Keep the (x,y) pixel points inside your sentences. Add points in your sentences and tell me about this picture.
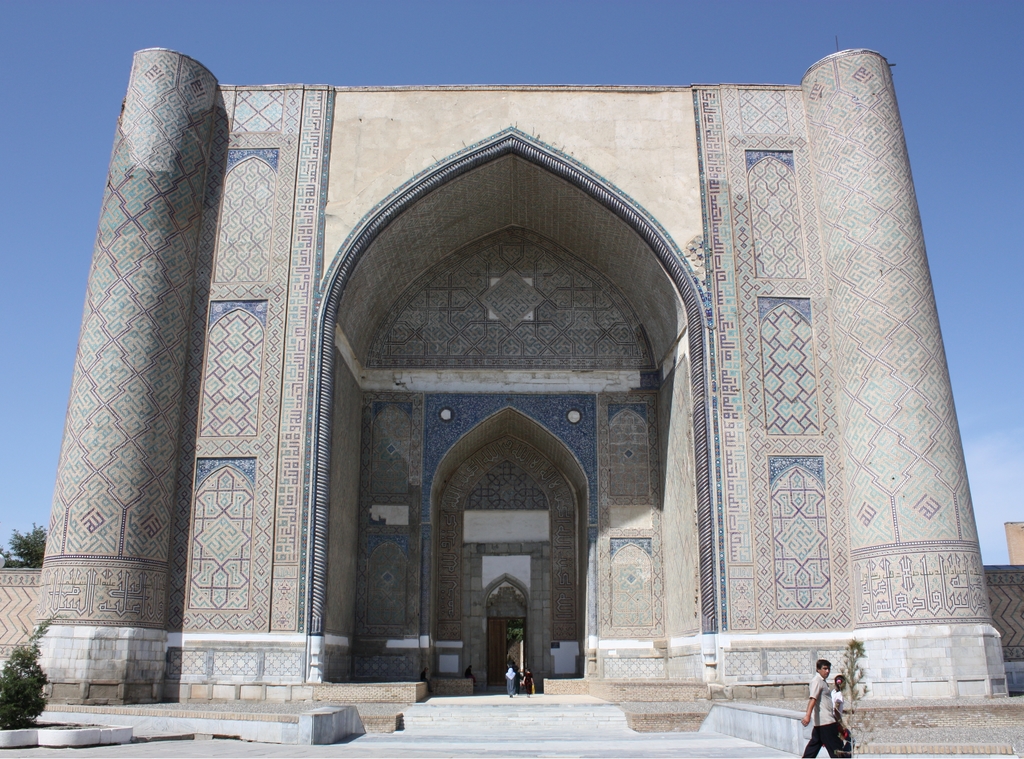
In this image I can see monument (685,571), in front of the monument (553,659) I can see there are two persons (821,705) walking, at the top (53,87) I can see the sky (665,42), on the left side (17,700) I can see plants (14,715).
